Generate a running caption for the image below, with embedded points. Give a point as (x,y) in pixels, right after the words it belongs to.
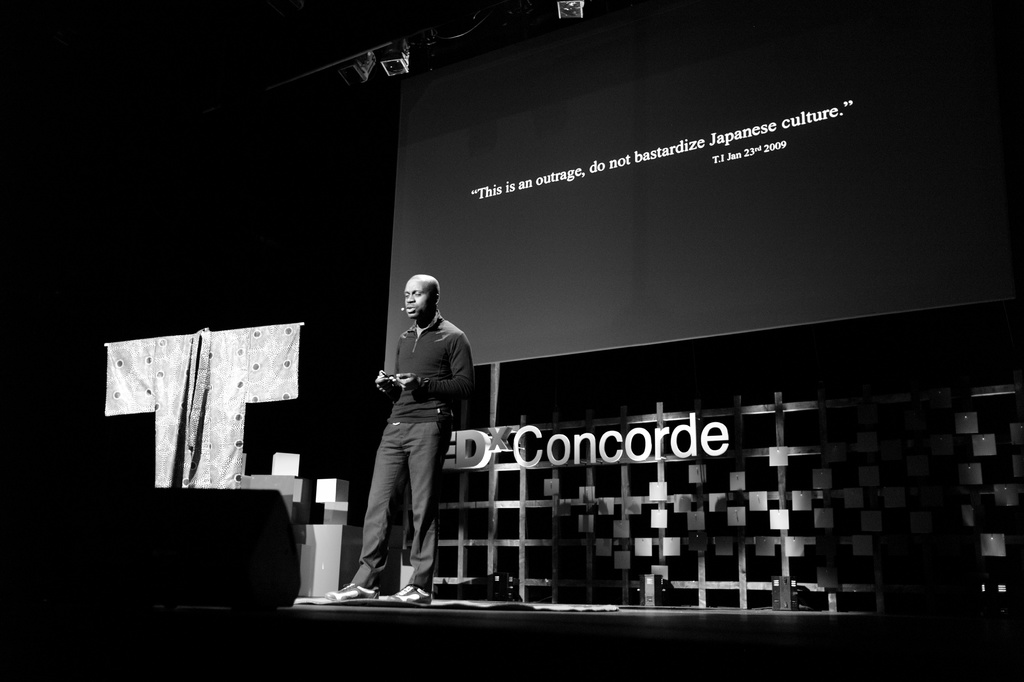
This is a black and white image. Here I can see a man (415,435) standing on the stage (403,603) and speaking something. At the back (593,269) I can see a screen (605,335). On the right side of this person (433,377) I can see a white color cloth (208,395) is hanging to a stick (287,324).
